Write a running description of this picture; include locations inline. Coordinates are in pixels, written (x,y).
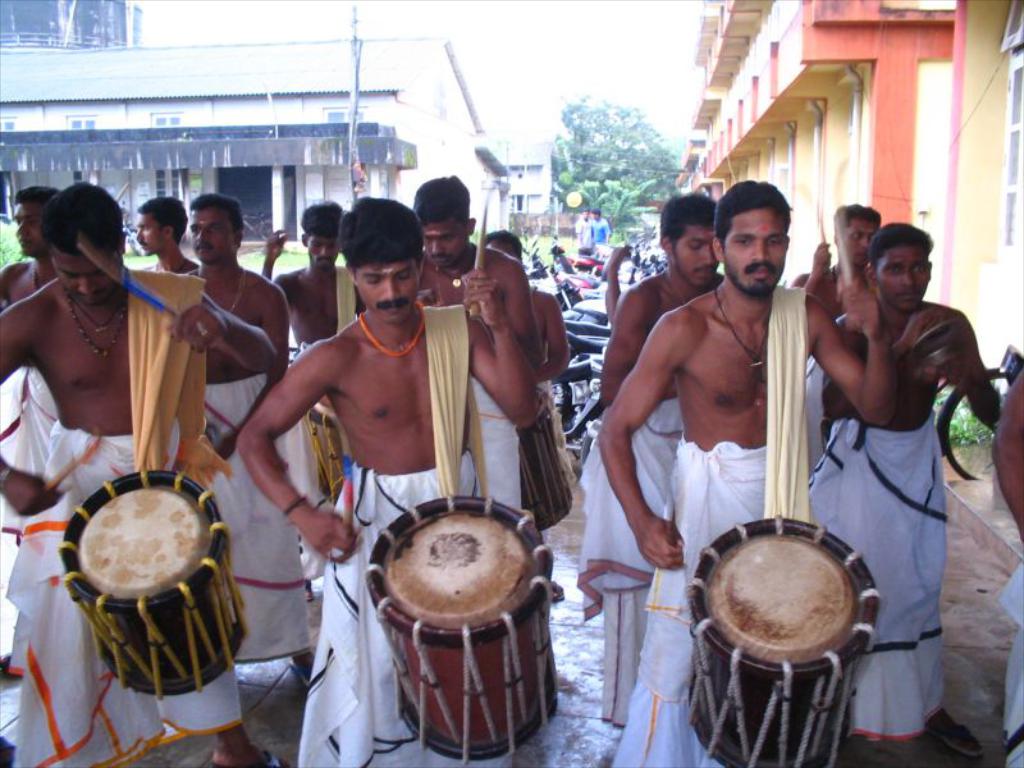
In this image we can see a group of people (483,421) standing holding the drums (415,554) and sticks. On the backside (545,209) we can see some buildings (526,192) with windows (523,207), some motor vehicles (599,276) parked aside, a pole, grass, trees (565,195) and the sky (488,137).
